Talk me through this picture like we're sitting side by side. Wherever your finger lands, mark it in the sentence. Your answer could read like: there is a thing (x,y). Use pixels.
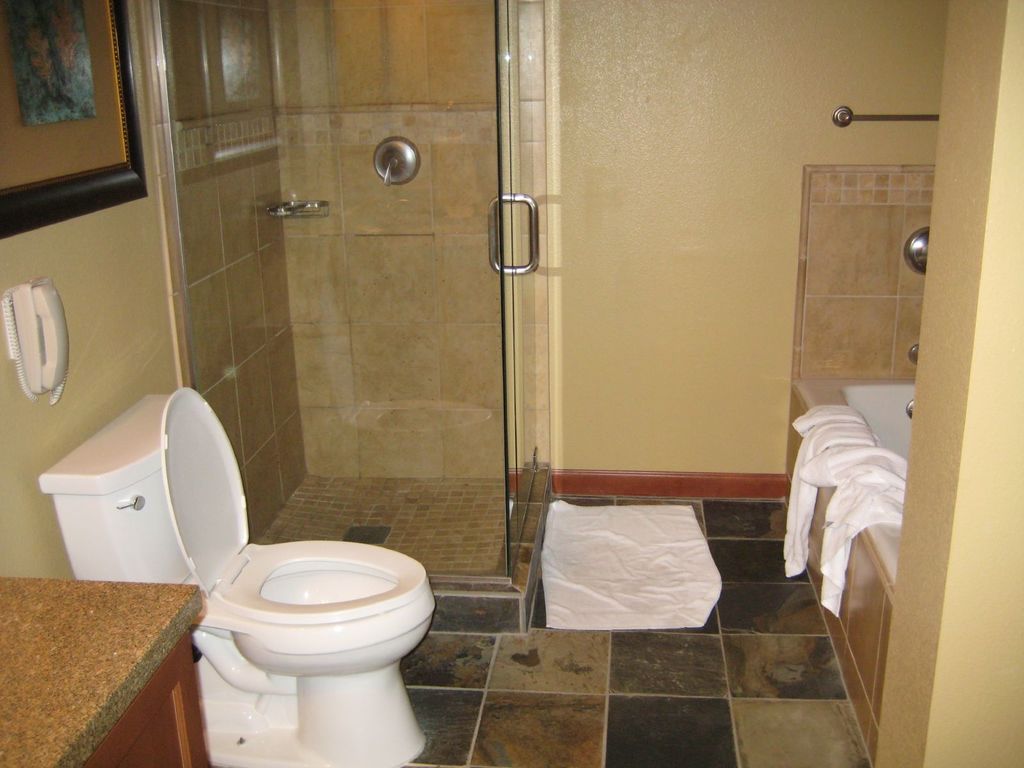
In the image can see a yellow painted walls (665,293), a toilet (324,632), glass doors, tile floor (459,566) etc. In the image we can see a telephone (43,348) and a wooden cabinetry (166,716).
